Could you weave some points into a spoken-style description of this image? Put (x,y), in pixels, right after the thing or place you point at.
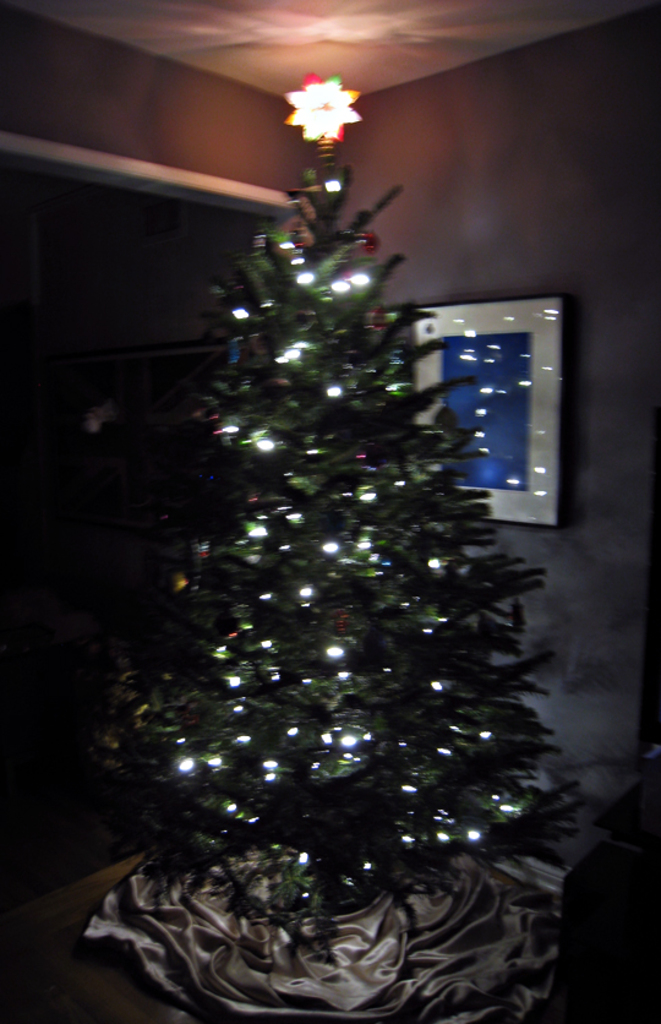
In this image, we can see a Christmas tree (355,571). There is a photo frame (520,383) on the right side of the image (524,316). There is a ceiling (326,31) at the top of the image (345,31).
